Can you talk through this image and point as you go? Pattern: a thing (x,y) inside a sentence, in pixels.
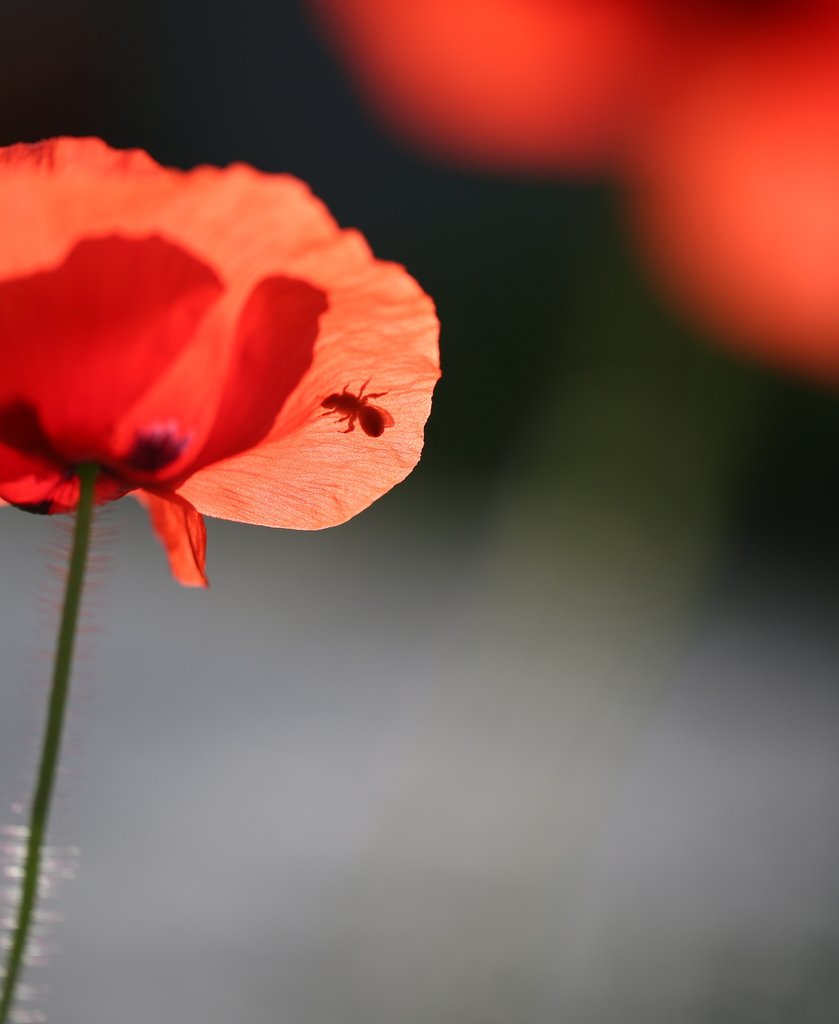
It's a flower (55,138) which is in red color there is an insect (378,433) on this.
